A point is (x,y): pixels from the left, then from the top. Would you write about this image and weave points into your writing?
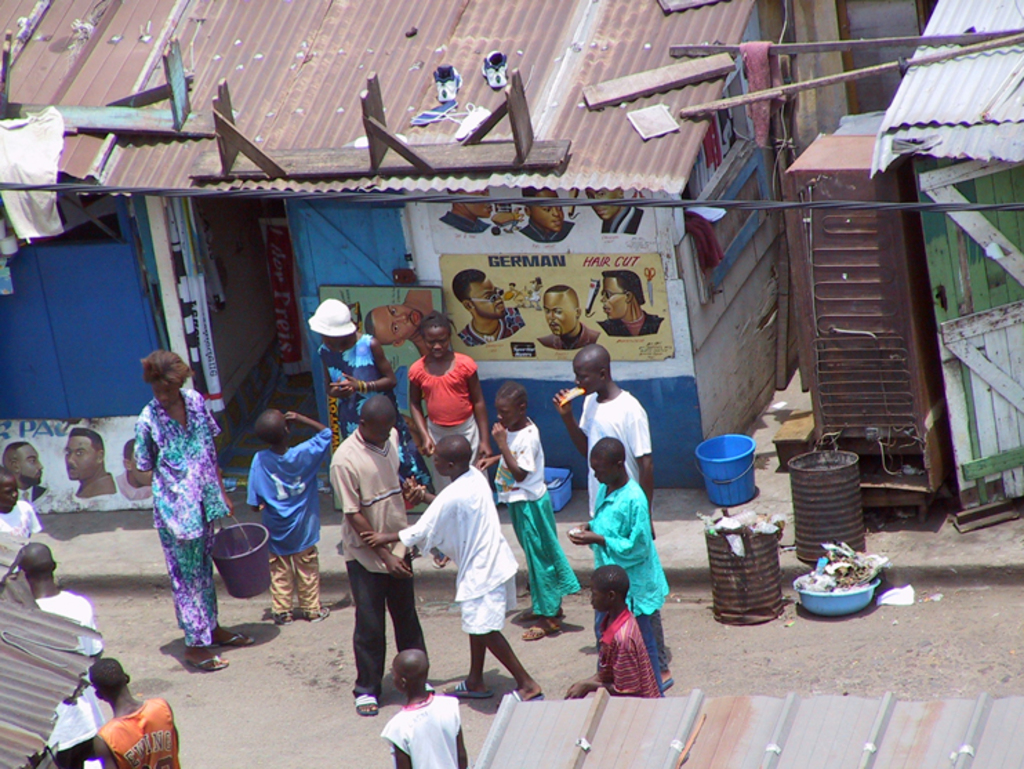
In the center of the image (469,426) there are people (422,654) on the road (588,609). In the background of the image (763,349) there is a house (540,19). There is a door (309,235). There is a window (26,245). To the left side of the image (79,616) there are people (99,643). To the right side of the image (727,510) there are bins (839,495). There is a bucket (746,473).
